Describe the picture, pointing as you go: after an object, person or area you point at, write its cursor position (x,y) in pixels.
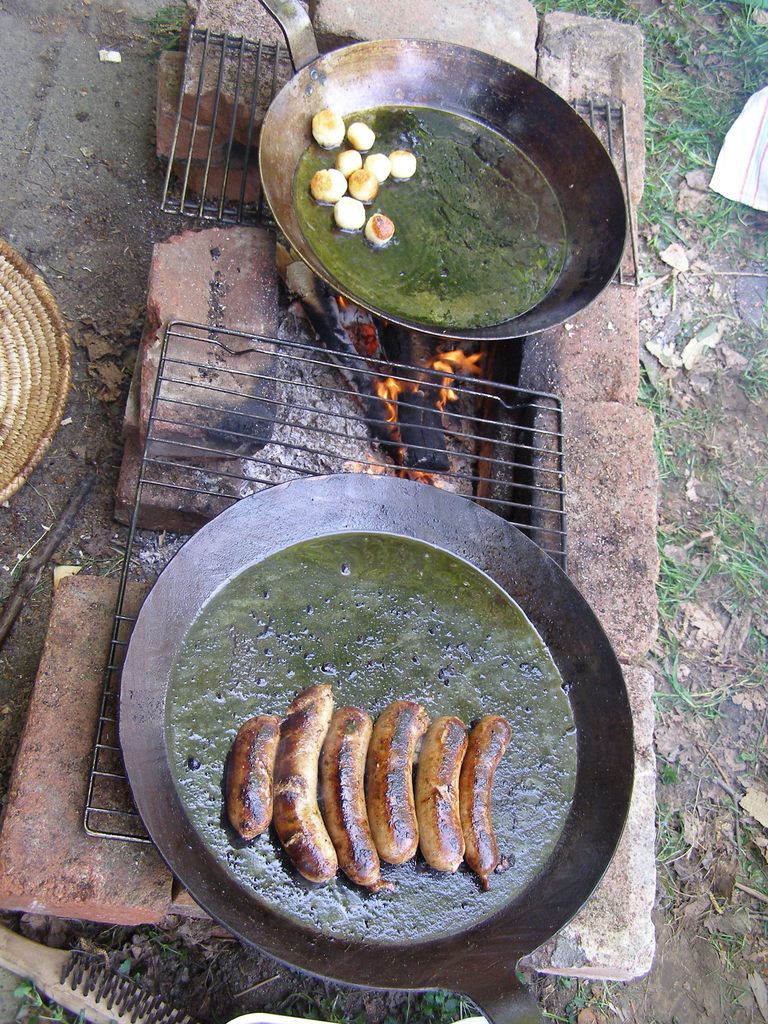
In this image at the bottom (158,884) there are some bricks (90,636) and stove (212,470), and on the stove (330,467) there are two pans (383,72). In the pans (381,679) there are some sausages (425,730) and some food items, at the bottom (690,915) there is grass (742,834) sand (49,253) and some leaves (679,289). On the left side (37,364) there is one basket (61,407) and one brush (78,1003).
